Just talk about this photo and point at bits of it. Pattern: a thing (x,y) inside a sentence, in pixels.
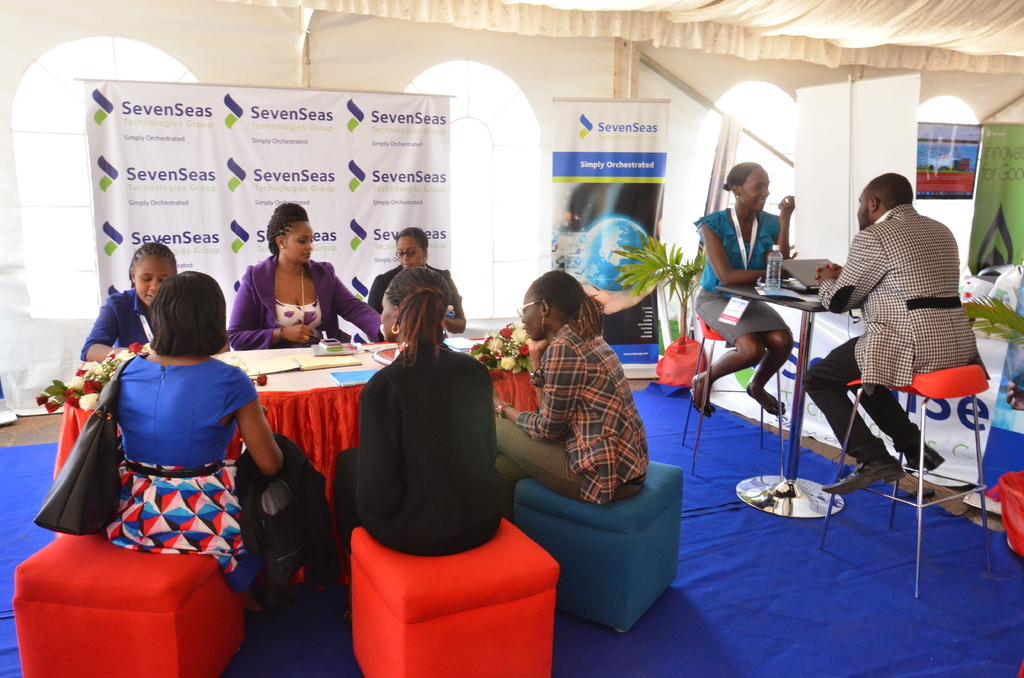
On the right (701,314) two persons (918,435) are sitting on the chair (841,458) and talking each other on the left (319,408) six persons (98,358) are sitting around a table (342,402) behind them there is a banner (427,131).
